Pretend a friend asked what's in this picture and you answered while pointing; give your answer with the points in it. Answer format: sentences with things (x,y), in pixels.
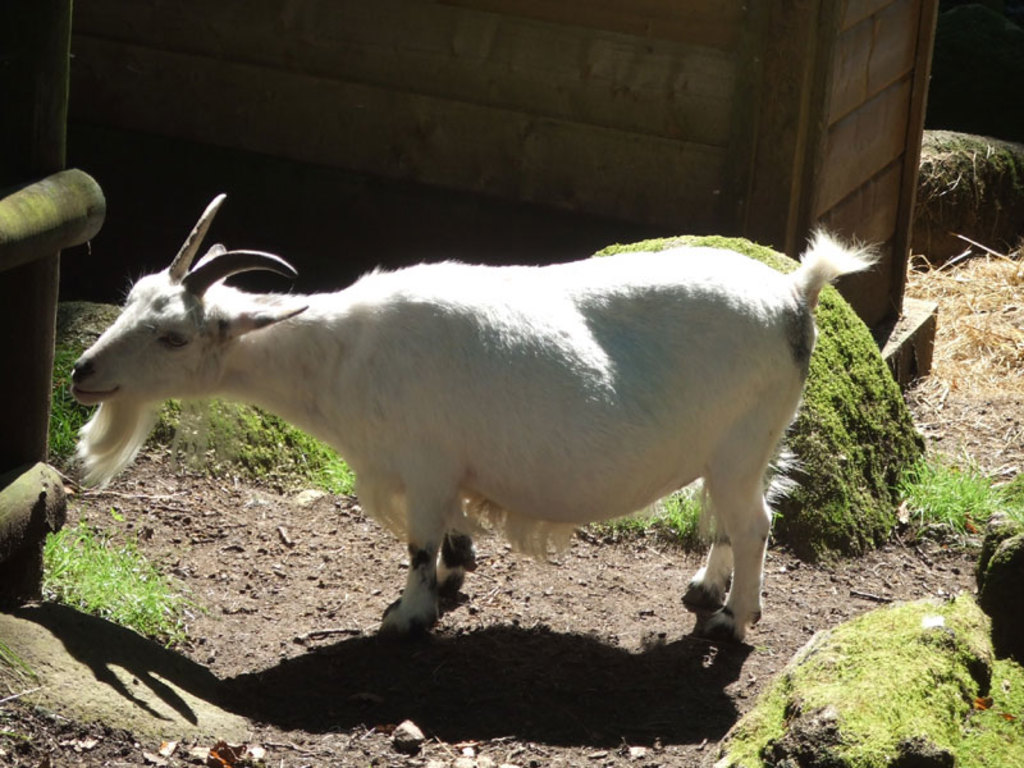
In this image we can see a white goat (379,429) on the ground (962,335), there is the grass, there are small stones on the ground (536,767).
